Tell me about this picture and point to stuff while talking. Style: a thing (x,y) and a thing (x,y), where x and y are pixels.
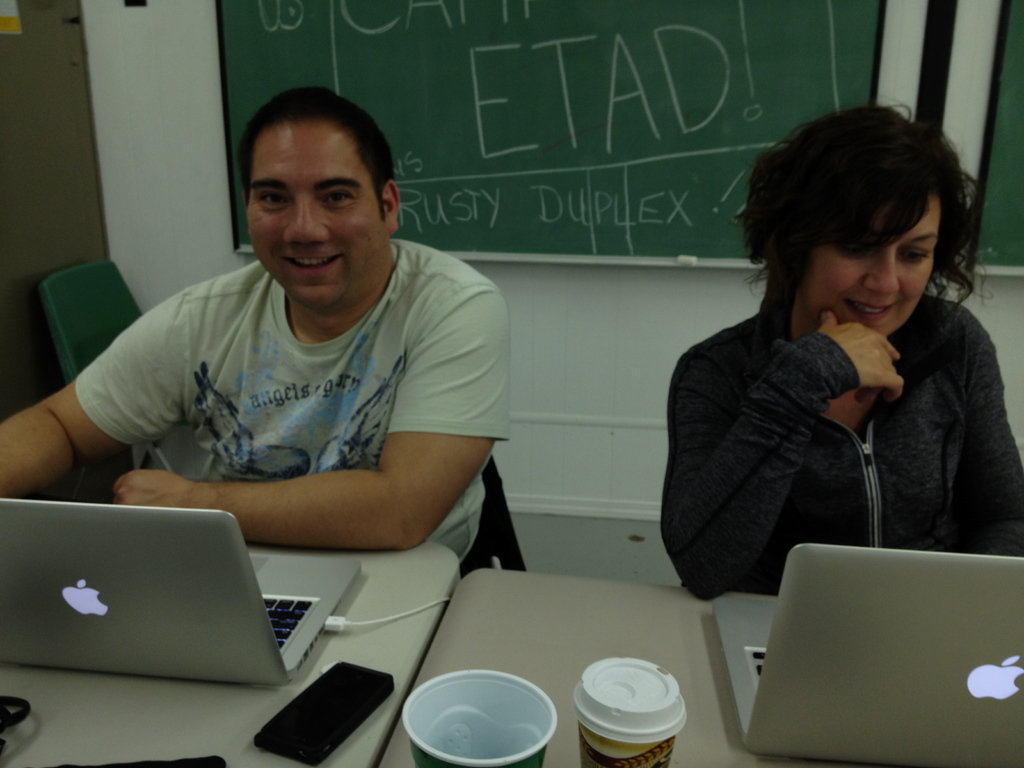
In this image we can see there are two people (440,431) sitting in the chair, in front of them there is a table (338,654) on the table (370,639) there are laptops (814,636), phone (344,719) and some glasses (459,705). In the background (774,28) there is a board (696,118) attached to the wall (586,286).
